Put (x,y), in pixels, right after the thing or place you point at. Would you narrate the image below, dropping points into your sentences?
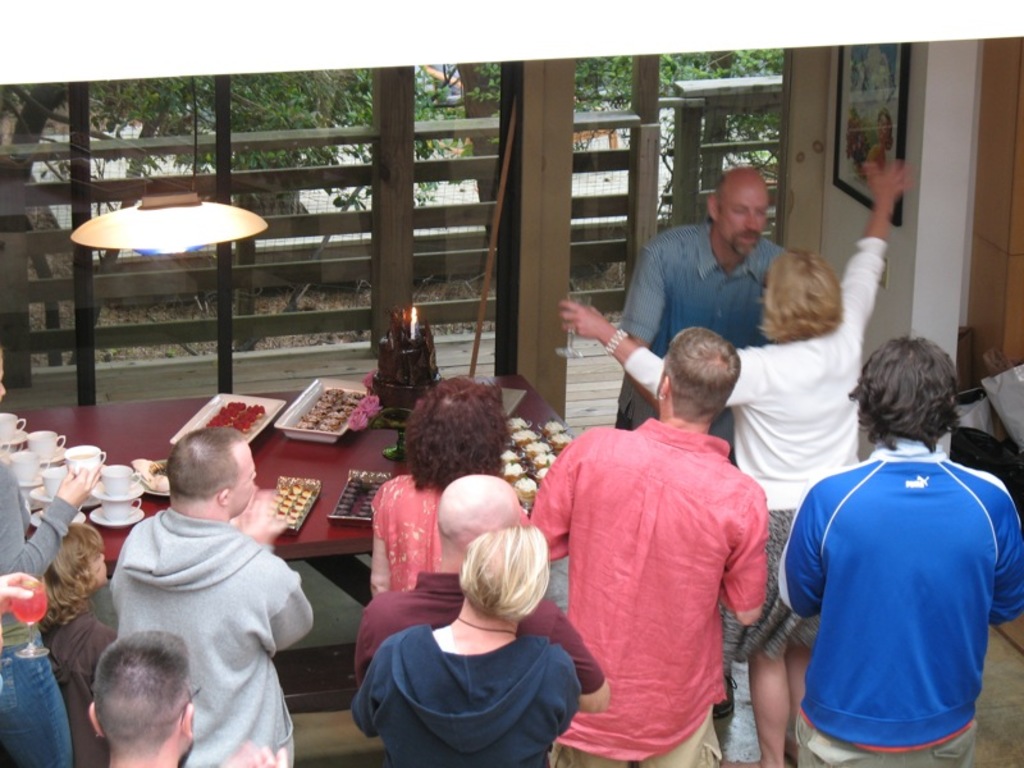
In the foreground of this image (394,596), there are persons (894,550) standing on the floor (333,723) and also a man (744,318) and a woman (767,422) facing to each other. Beside them, there is a table (149,429) on which, cups (111,484), saucers (112,501), trays (204,411) with food (355,497), cakes (529,445) are on it. On the top (188,228), there is a light (182,213), glass wall (361,172), a frame (890,122) on the wall (924,108) is on the right side (892,108) and behind the glass (653,146) there is a railing (640,127) and few trees (417,89).
